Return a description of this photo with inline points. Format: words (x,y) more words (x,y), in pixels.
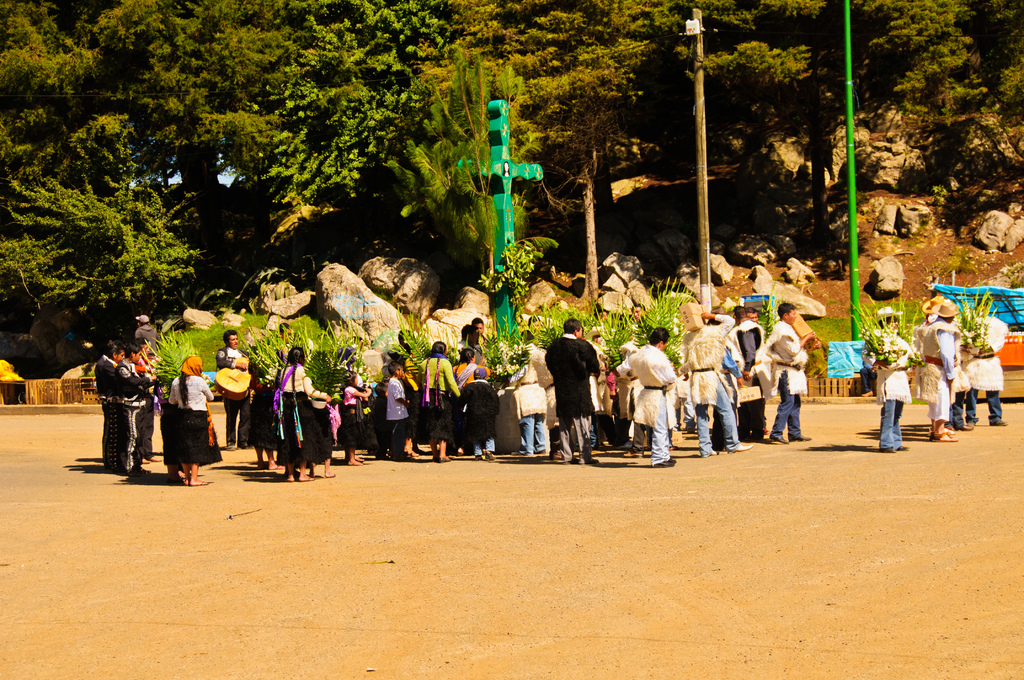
In the image there are few people (121,381) and kids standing on a playground (237,479) holding bouquets (308,367), behind them there is a cross shaped statue (504,319) and in the background (660,25) there are rocks (447,318) followed by trees (717,83) on the land (838,94).
